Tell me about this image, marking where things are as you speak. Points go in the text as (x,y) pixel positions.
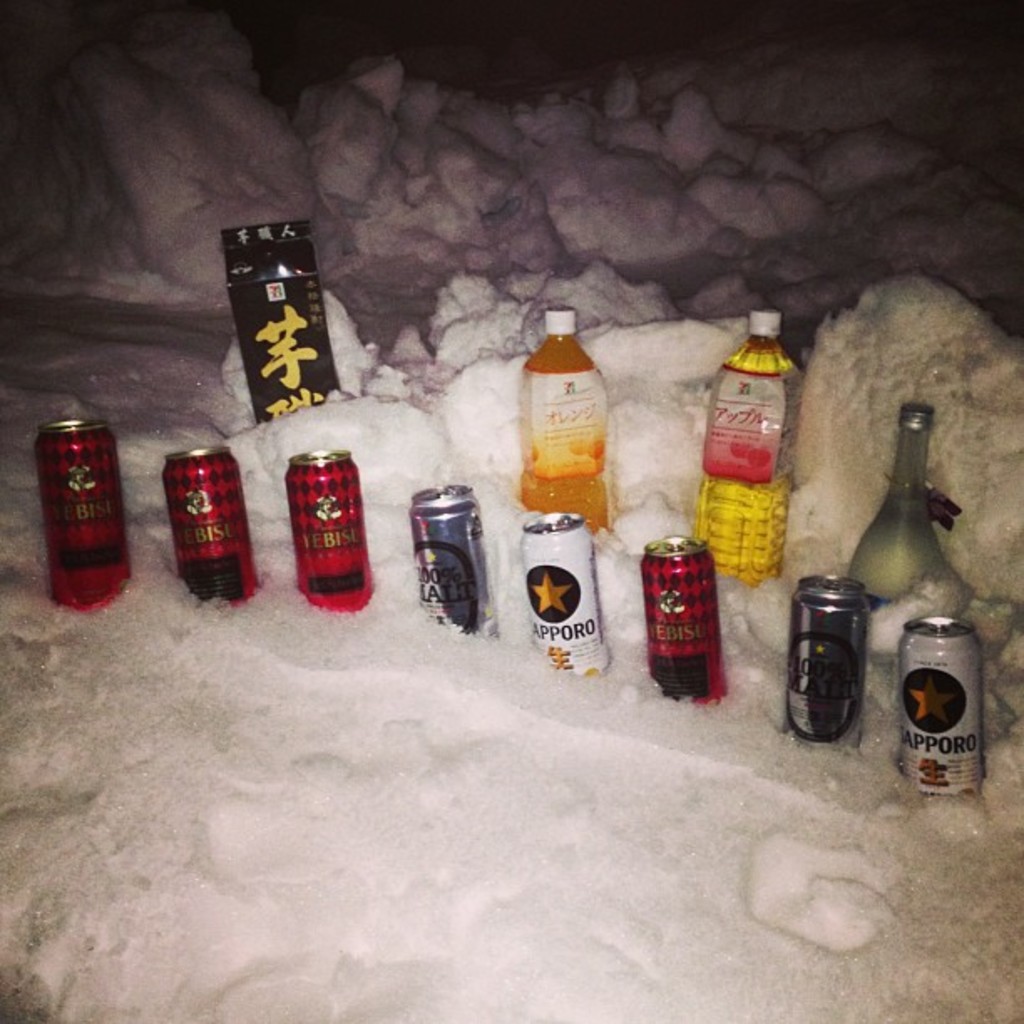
In this picture we can see snow (365,812), on the snow (401,746) there are group of tins (535,607), bottles (579,414) and box (259,331). The picture is taken at night time.
